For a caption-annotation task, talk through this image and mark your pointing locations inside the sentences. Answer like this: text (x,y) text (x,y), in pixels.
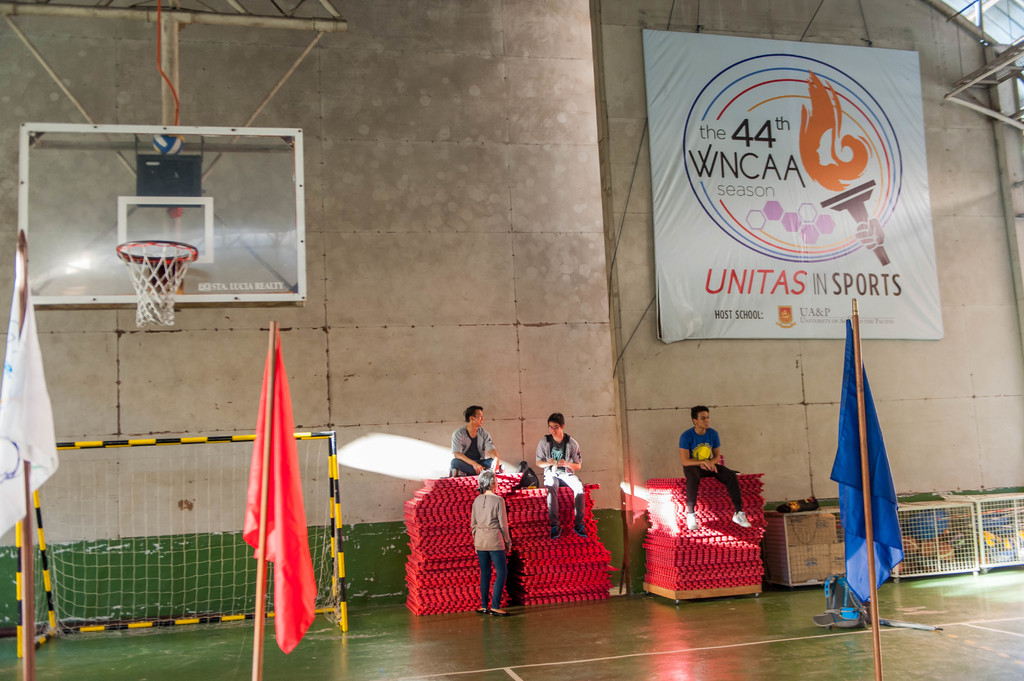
In this picture we can see few people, side we can see a board (774,195) to the wall (551,289), we can see some flags (865,530) and net (205,589).
